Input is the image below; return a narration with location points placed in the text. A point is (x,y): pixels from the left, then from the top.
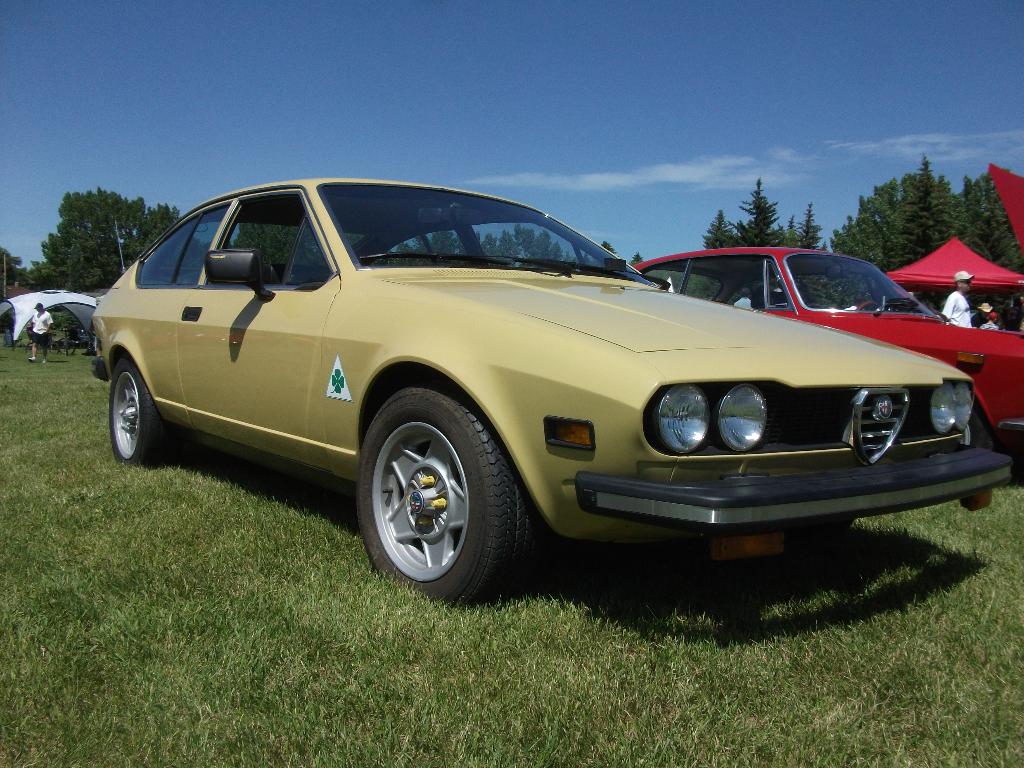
In this image there are few people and vehicles (518,411) in the grass (232,536), there are few tents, trees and the sky (750,132).
